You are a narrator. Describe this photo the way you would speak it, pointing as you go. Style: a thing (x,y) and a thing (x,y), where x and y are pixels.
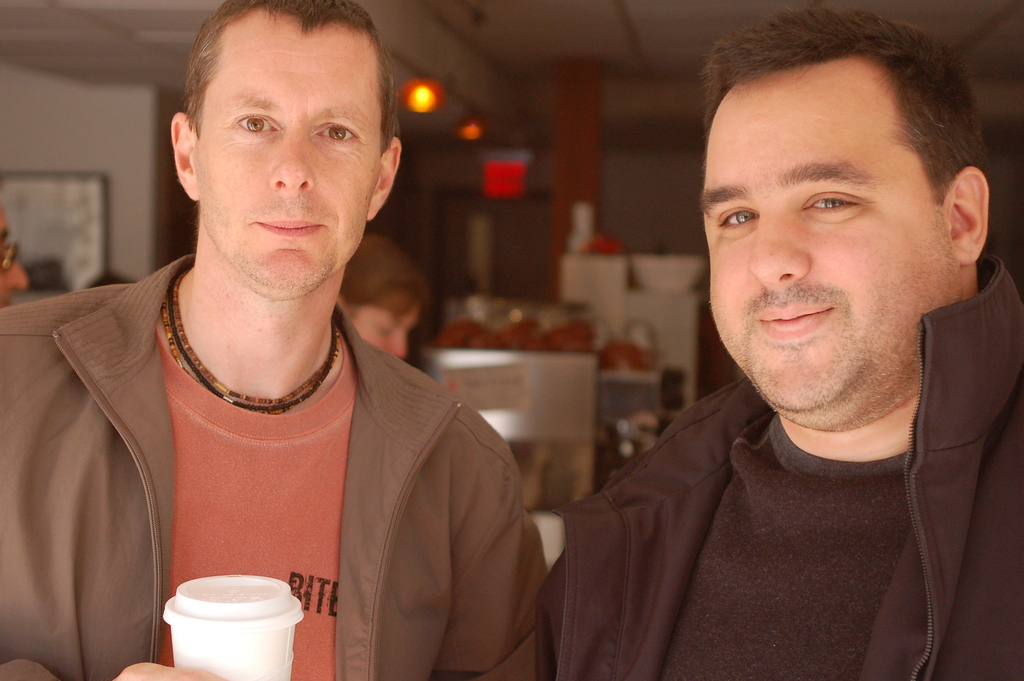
In this image, we can see two men (374,499) are seeing and smiling. At the bottom (244,641), we can see a white glass (218,631) with lid (249,615). Background (595,292) we can see a blur view. Here we can see few people (352,296), wall (147,184), some objects (78,240), lights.
